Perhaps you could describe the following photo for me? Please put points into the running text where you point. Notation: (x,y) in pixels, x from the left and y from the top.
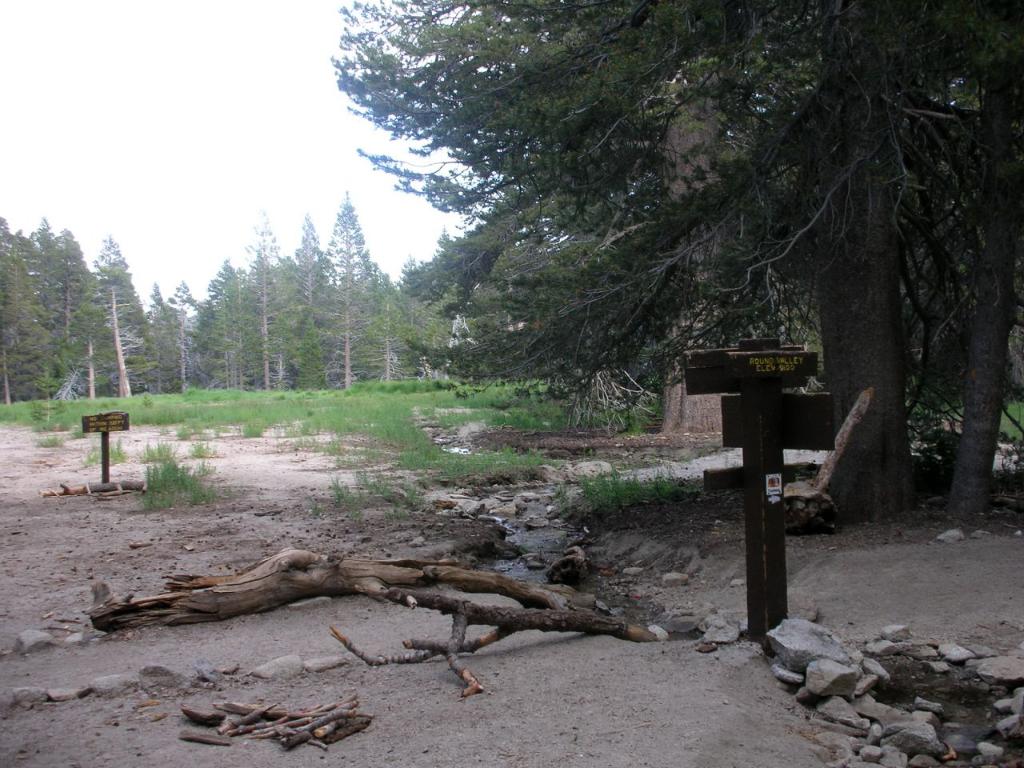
In this picture we can see wooden logs (340,634), few sticks (359,652), boards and few stones (790,677) on the ground (583,683) and in the background (1023,37) we can see trees (553,345) and the sky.
